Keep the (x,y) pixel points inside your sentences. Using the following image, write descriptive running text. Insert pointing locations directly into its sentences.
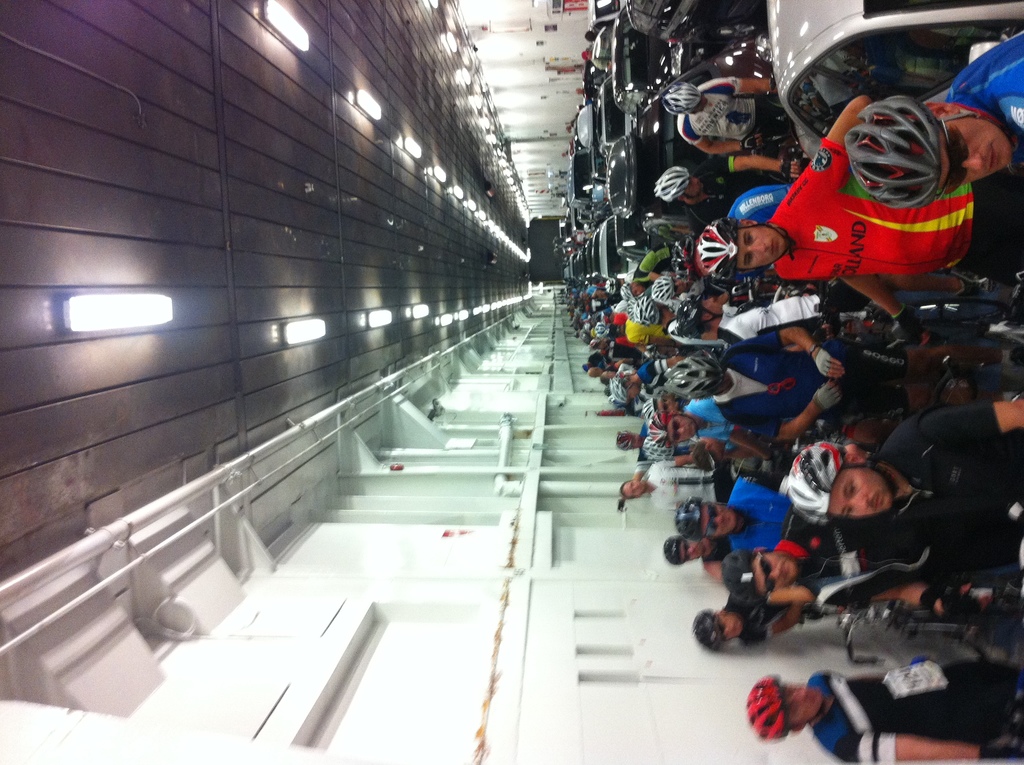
In this image I can see number of people (728,293) are standing and on the top side of this image (699,81) I can see number of vehicles (605,197). On the left side of this image (225,209) I can see number of lights (474,85) on the ceiling (362,272). On the right side (939,233) I can see most of them are wearing helmets (785,715) and some of them are wearing shades (962,179).
